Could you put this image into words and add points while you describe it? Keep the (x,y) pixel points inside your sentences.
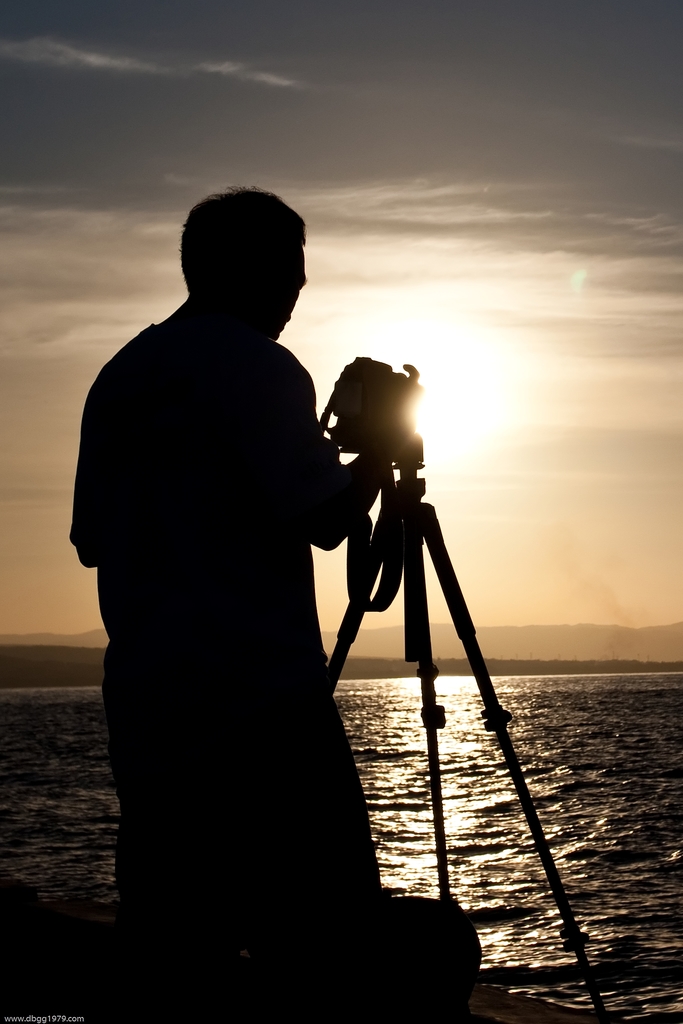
In this image I can see the shadow (177,562) of a person (239,598) holding a camera (360,399) and I can see the camera stand (423,657). In the background (585,764) I can see water (585,739), few mountains (516,631), the sky (401,180) and the sun (462,323).
